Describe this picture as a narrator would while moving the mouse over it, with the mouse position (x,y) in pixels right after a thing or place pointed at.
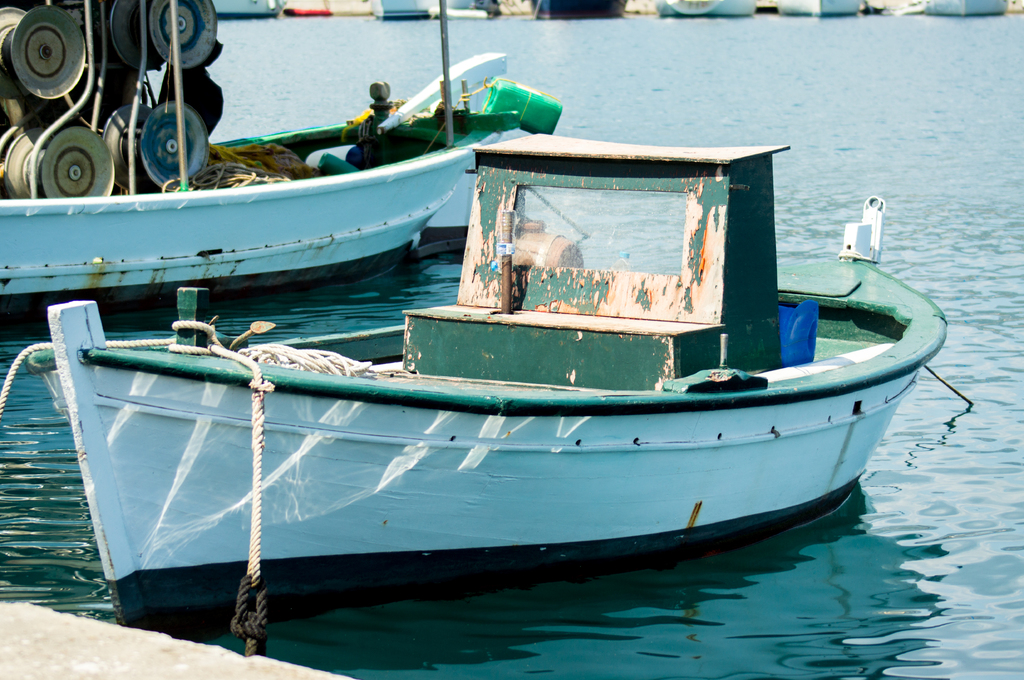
This image is taken outdoors. At the bottom of the image (578,624) there is a river (797,610) with water (953,207). In the background (597,2) there are a few boats (581,4) on the river (667,30). On the left side of the image (127,380) there are two boats (127,380) on the river (35,452). There are a few ropes (246,590) and there are a few objects (106,12) in the boats (745,306).
